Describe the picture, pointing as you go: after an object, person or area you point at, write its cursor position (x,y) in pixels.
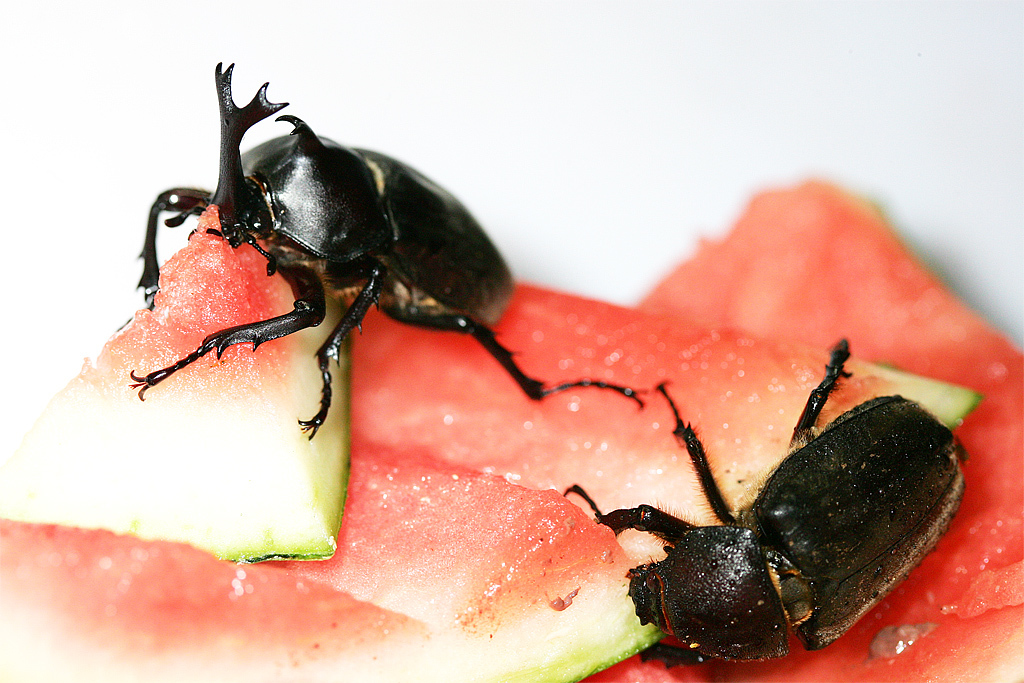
There are two rhinoceros beetles (817,438) on the watermelon (318,501).
